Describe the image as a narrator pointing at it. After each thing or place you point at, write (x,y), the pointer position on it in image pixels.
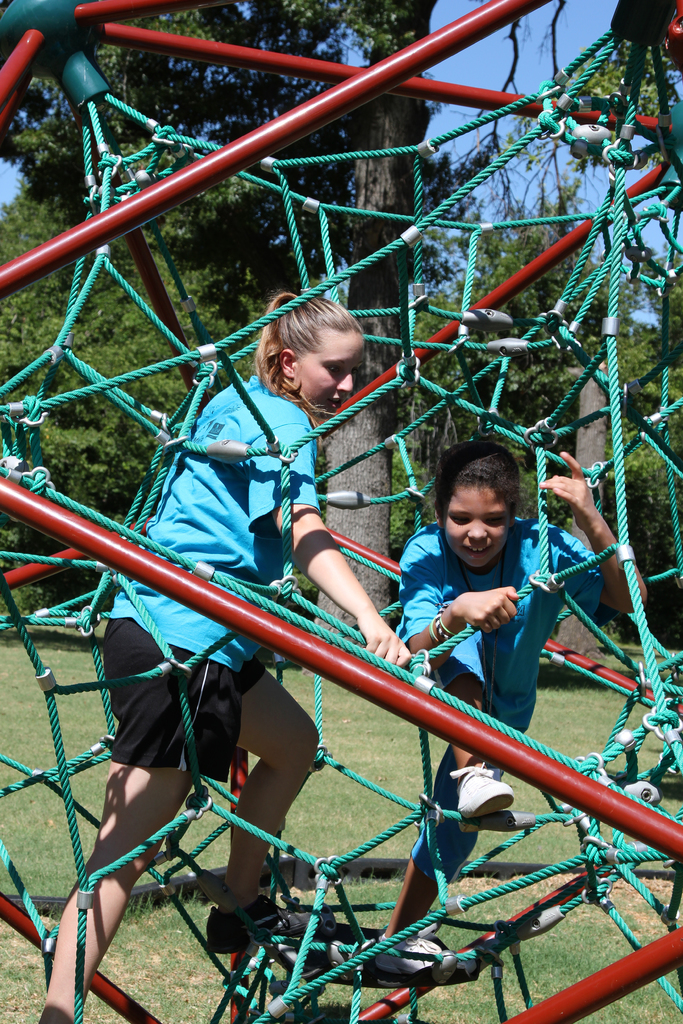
In this image in the foreground (158,427) there are two people (432,561) who are playing something, and there is a net (315,430) and some poles (315,655) and in the background (273,84) there are trees (232,280). At the bottom (83,837) there is grass (65,748), and at the top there is sky (459,60).
